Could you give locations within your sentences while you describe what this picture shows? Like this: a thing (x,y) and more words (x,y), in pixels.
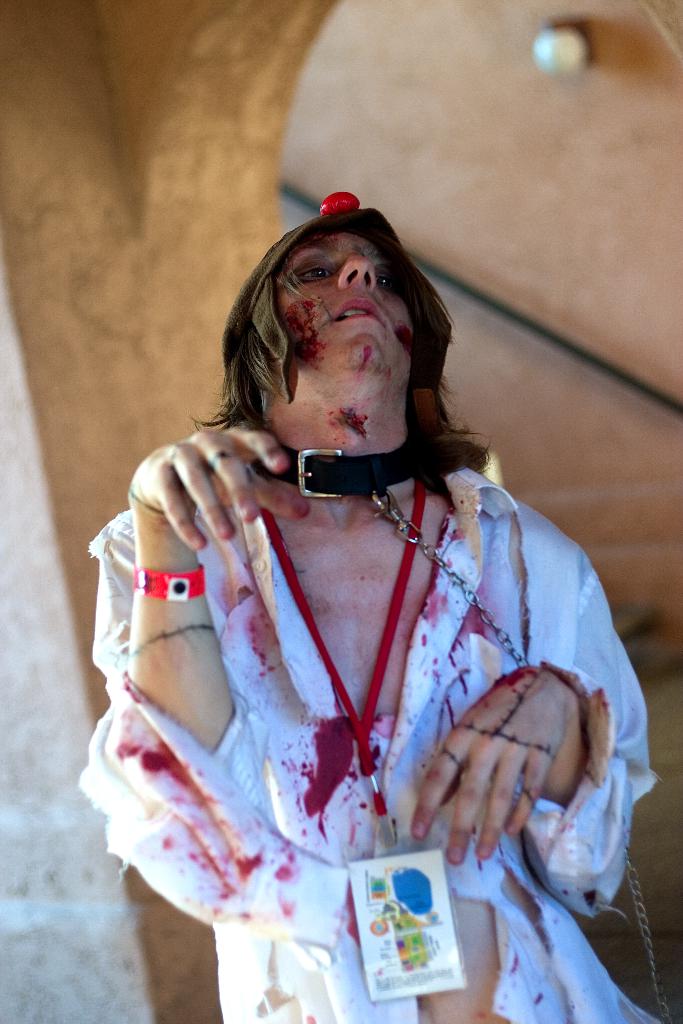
In the center of the image (309,579) we can see a cosplay (419,697). In the background (379,155) there is a wall (202,143).
